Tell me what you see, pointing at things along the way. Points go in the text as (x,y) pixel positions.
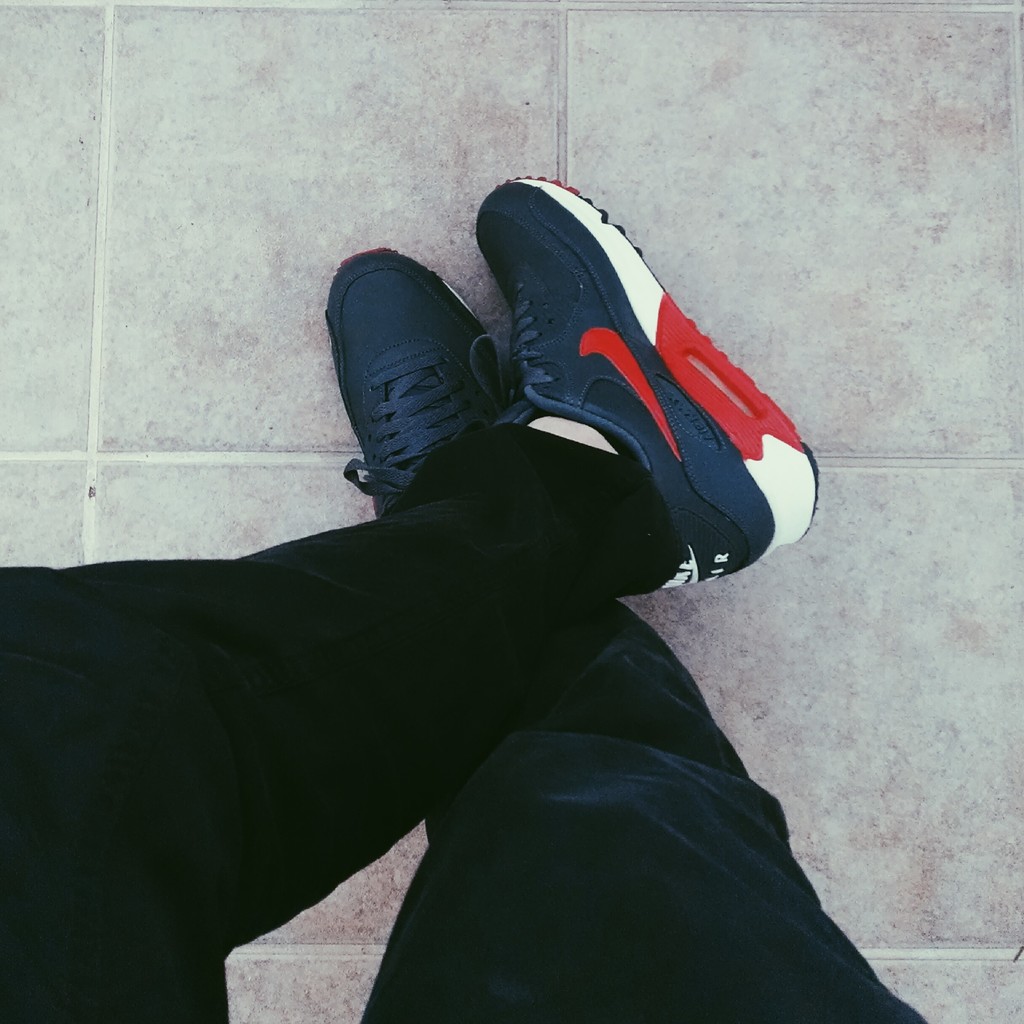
In the picture we can see some person's legs (460,633) with a black trouser (424,645) and a shoes (515,395) which are blue in color with a white surface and some red tick mark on it and they are placed on the floor (784,191) with a tile (689,155).
